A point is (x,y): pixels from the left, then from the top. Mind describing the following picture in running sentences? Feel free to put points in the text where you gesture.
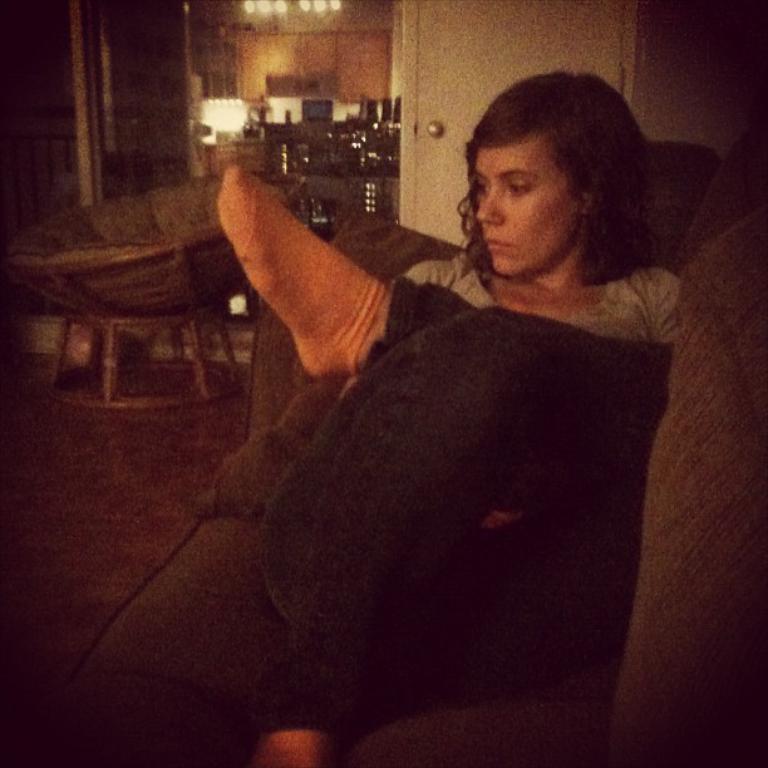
In this image we can see a woman (369,598) is sitting on the sofa (706,589), here is the door (450,33), here is the light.
